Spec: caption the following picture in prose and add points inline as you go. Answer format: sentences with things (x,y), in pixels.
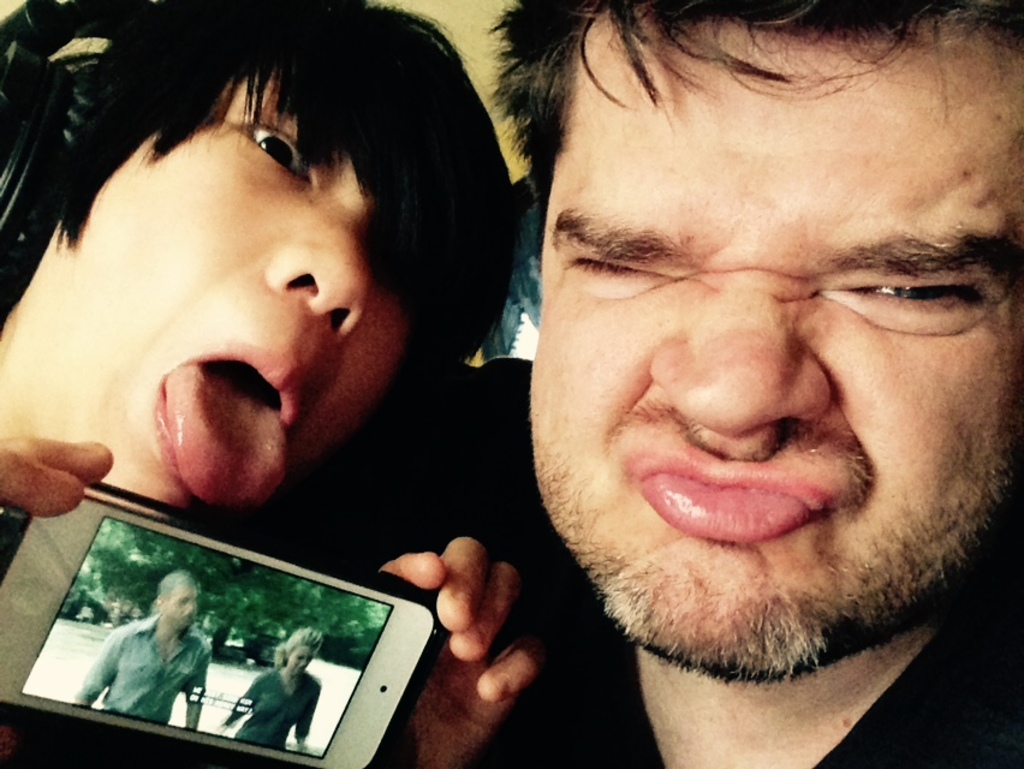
There are two persons (578,323) showing face expressions. On the left (135,413) person (83,474) is holding a mobile (208,626). On the mobile (258,673) there are two persons (275,704) standing and in the background (215,602) there is a tree (206,586).
